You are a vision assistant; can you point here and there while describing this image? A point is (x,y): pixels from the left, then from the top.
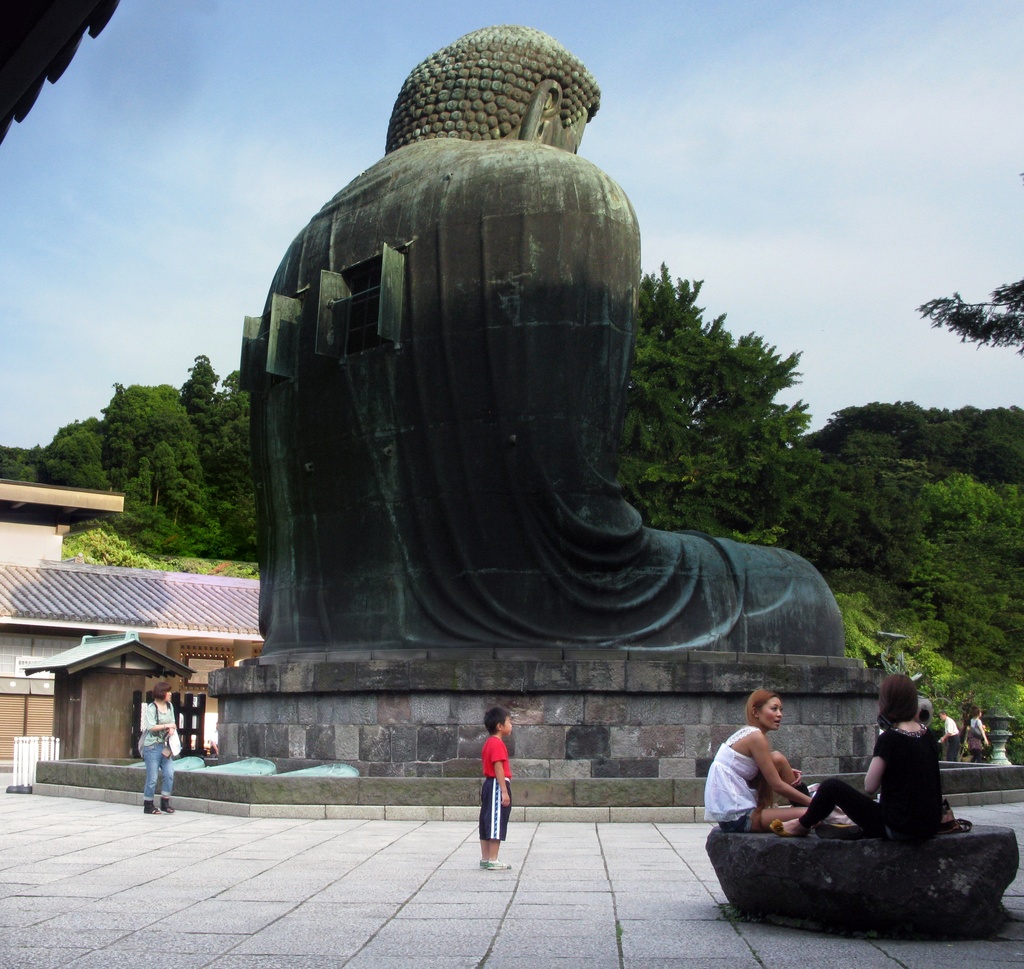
In this image I can see few persons (773,773), some are sitting and some are standing. In front (492,758) I can see the person (507,755) wearing red shirt (492,745), black short (492,797). Background (480,461) I can see a statue (351,449), trees (781,447) in green color and sky (745,236) in blue and white color.
